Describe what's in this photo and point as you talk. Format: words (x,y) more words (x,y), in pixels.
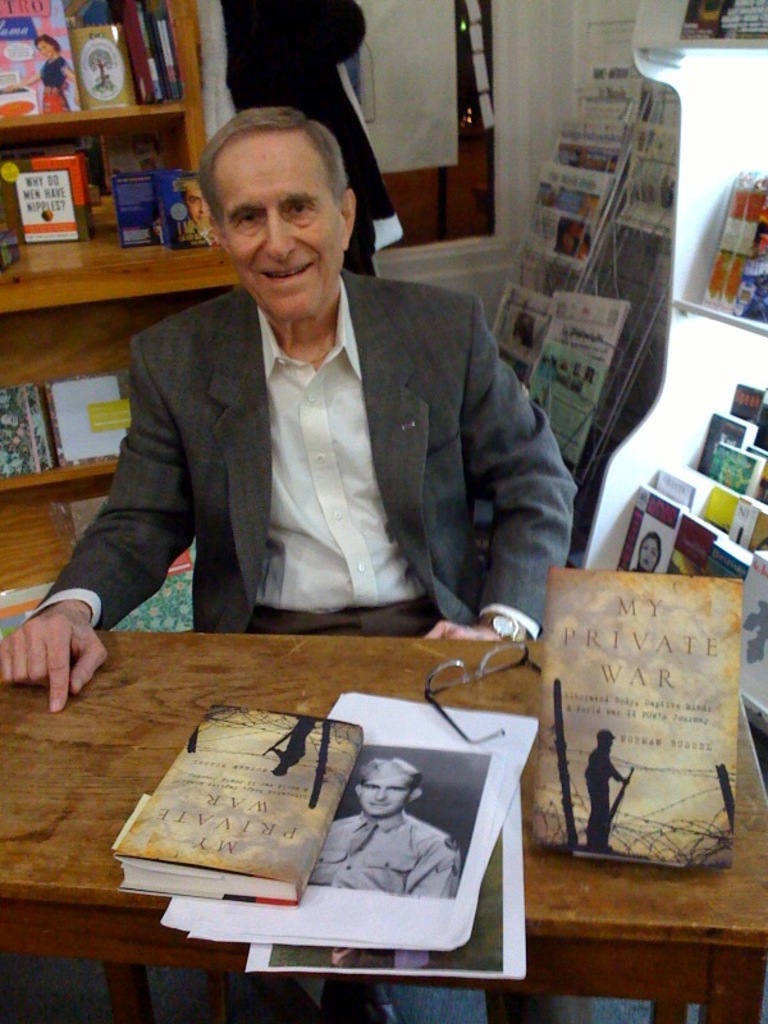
In this picture we can see a man (359,483) who is sitting on the chair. He wear a suit (432,506). This is the table (16,733), on the there is a book (197,833), papers (444,879), and spectacles (430,698). On the background (44,559) there is a rack (24,333). In the rack (90,350) there are some books (138,226).
